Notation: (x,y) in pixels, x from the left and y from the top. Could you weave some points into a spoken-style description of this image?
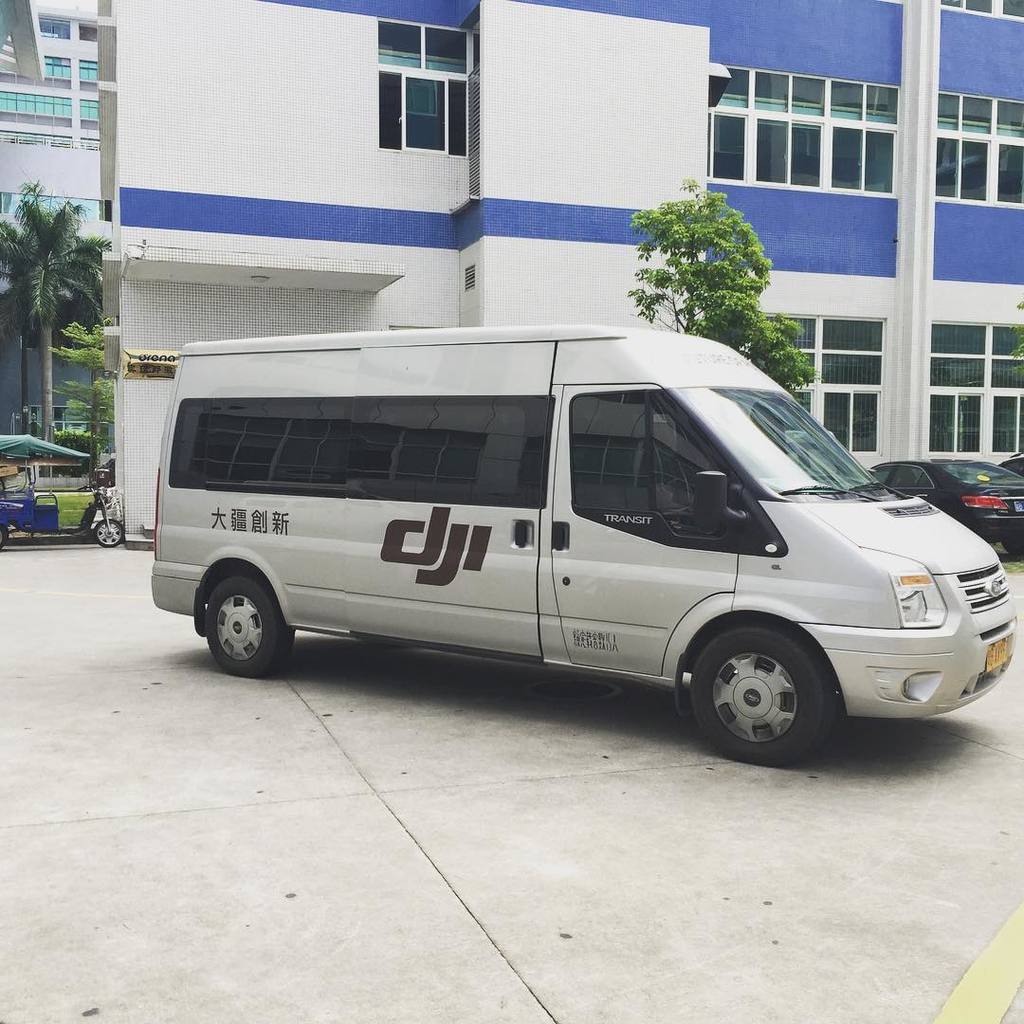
In front of the picture, we see a vehicle (630,542) parked on the road (134,844). Beside that, we see trees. At the bottom of the picture (536,801), we see the pavement (377,813). On the right side (922,476), we see a black car (973,510) is parked. On the left side (23,515), we see a bike (16,537) in blue color is parked. Behind that, we see grass (71,499) and a shed (54,461) in white and green color. There are trees (47,430) and buildings (221,133) in the background (183,167).
